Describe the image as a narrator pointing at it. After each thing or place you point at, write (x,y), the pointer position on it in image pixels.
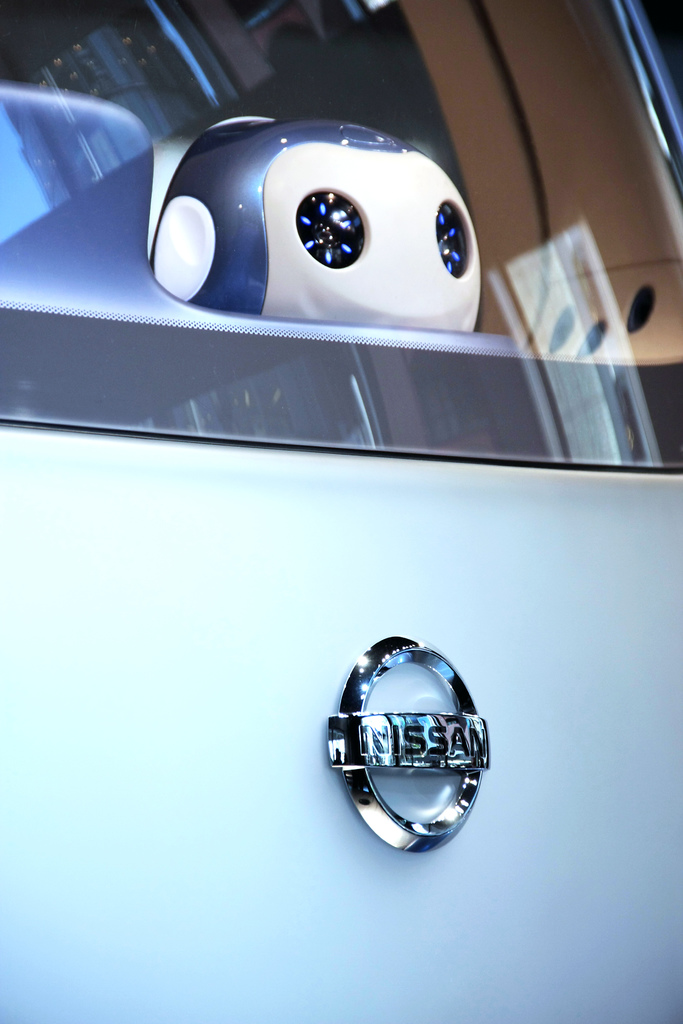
In this picture we can see a car glass (514,322) here, there is a logo (437,725) here, here we can see a doll (382,254) through the glass (521,292).
